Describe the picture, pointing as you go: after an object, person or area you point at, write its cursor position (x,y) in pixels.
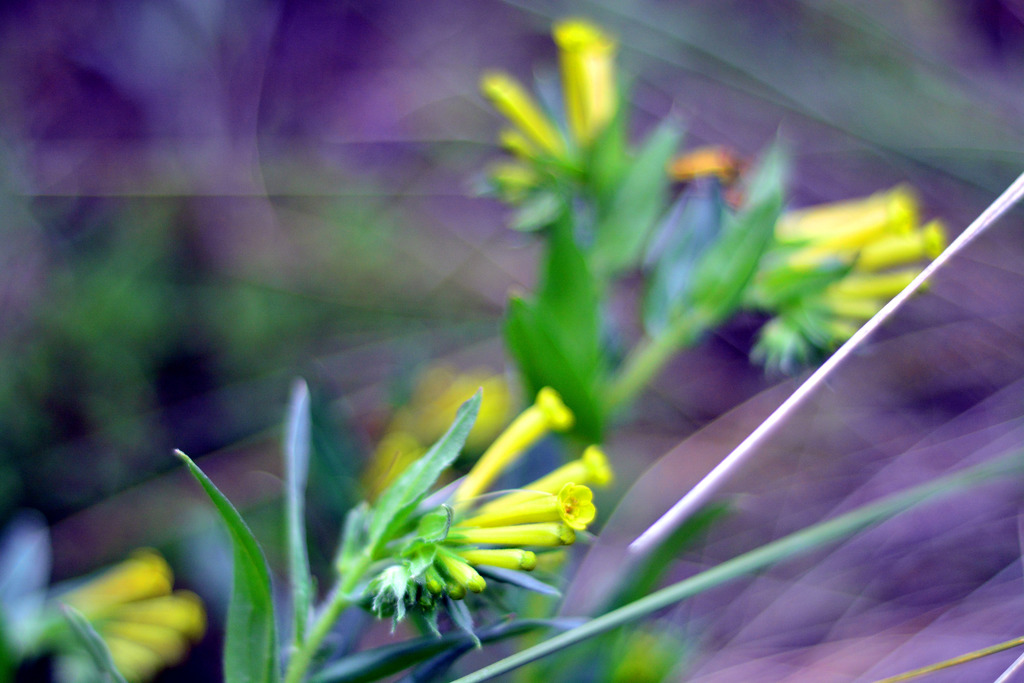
In this picture I can observe some flower buds (527,440) to the plants (556,258). I can observe green color leaves (404,488) to the plants (531,335). In the background (527,402) I can observe violet color.
